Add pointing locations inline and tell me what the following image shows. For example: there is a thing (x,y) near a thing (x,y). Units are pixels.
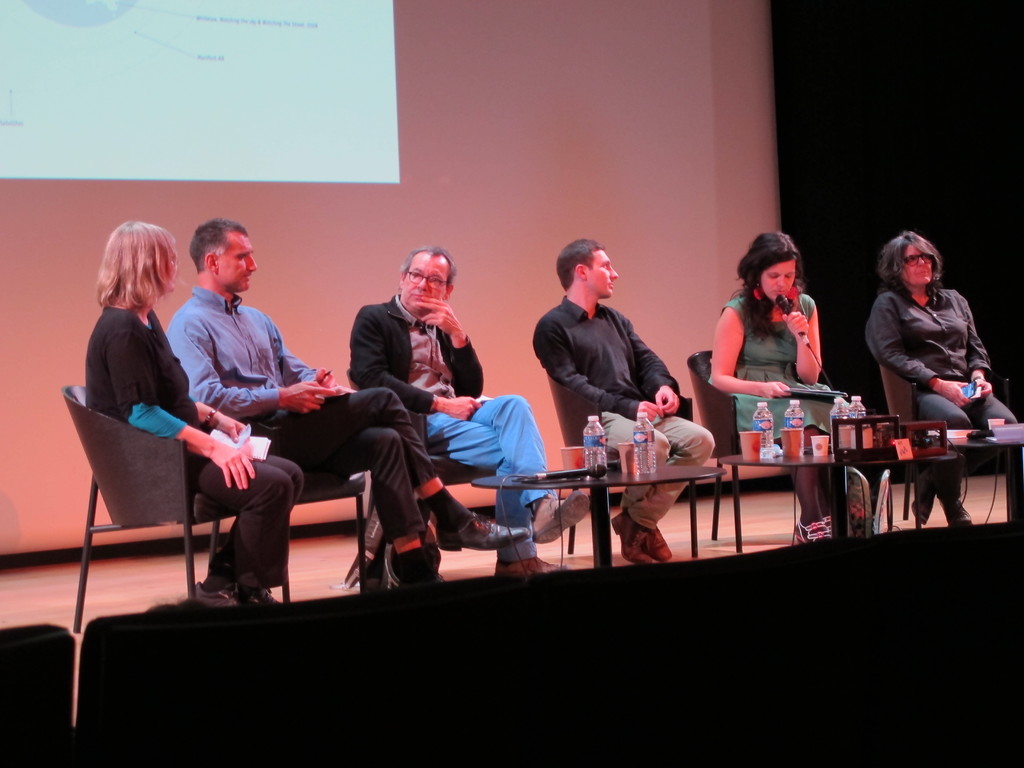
On the background (363,236) we can see a wall (367,200) and a screen (272,105) over it. Here we can see few persons (946,373) sitting on chairs (166,449) in front of a table (715,470). This woman (768,368) is holding a mike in her hand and on the table (745,466) we can see a mike (569,473), water bottles (596,463), cups (755,437).
